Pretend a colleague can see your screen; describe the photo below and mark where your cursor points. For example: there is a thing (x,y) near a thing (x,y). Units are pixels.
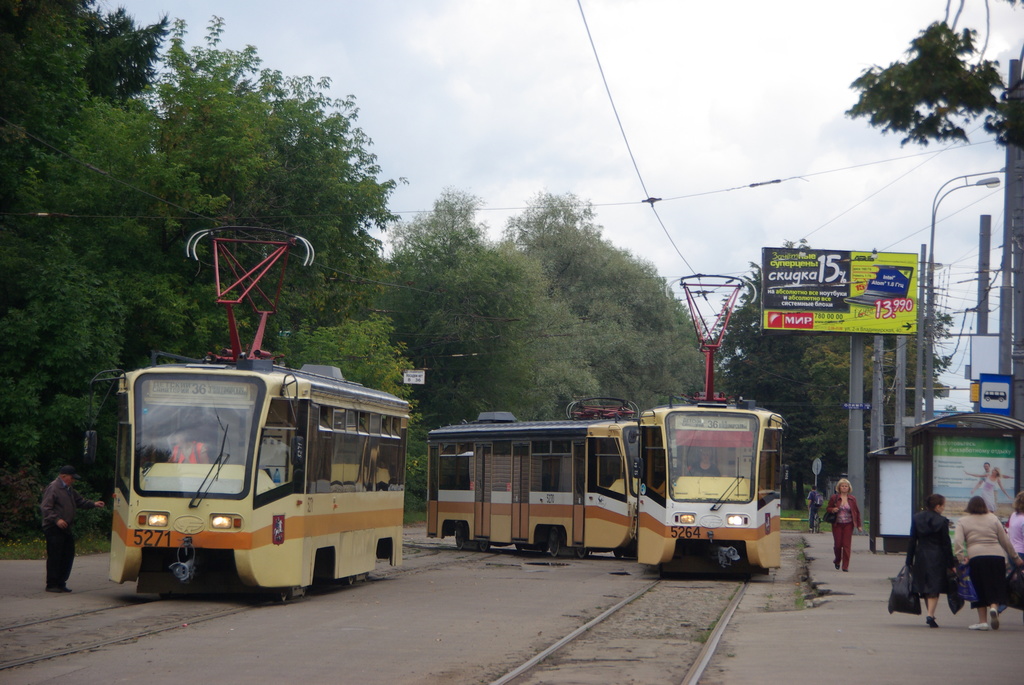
In the image there are two vehicles (499,432), around the vehicles (137,511) there are few people (946,524). On the right side (883,388) there are poles (904,375) and there are some wires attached to those poles (853,412) and on the left side (131,233) there are a lot of trees (397,280).
